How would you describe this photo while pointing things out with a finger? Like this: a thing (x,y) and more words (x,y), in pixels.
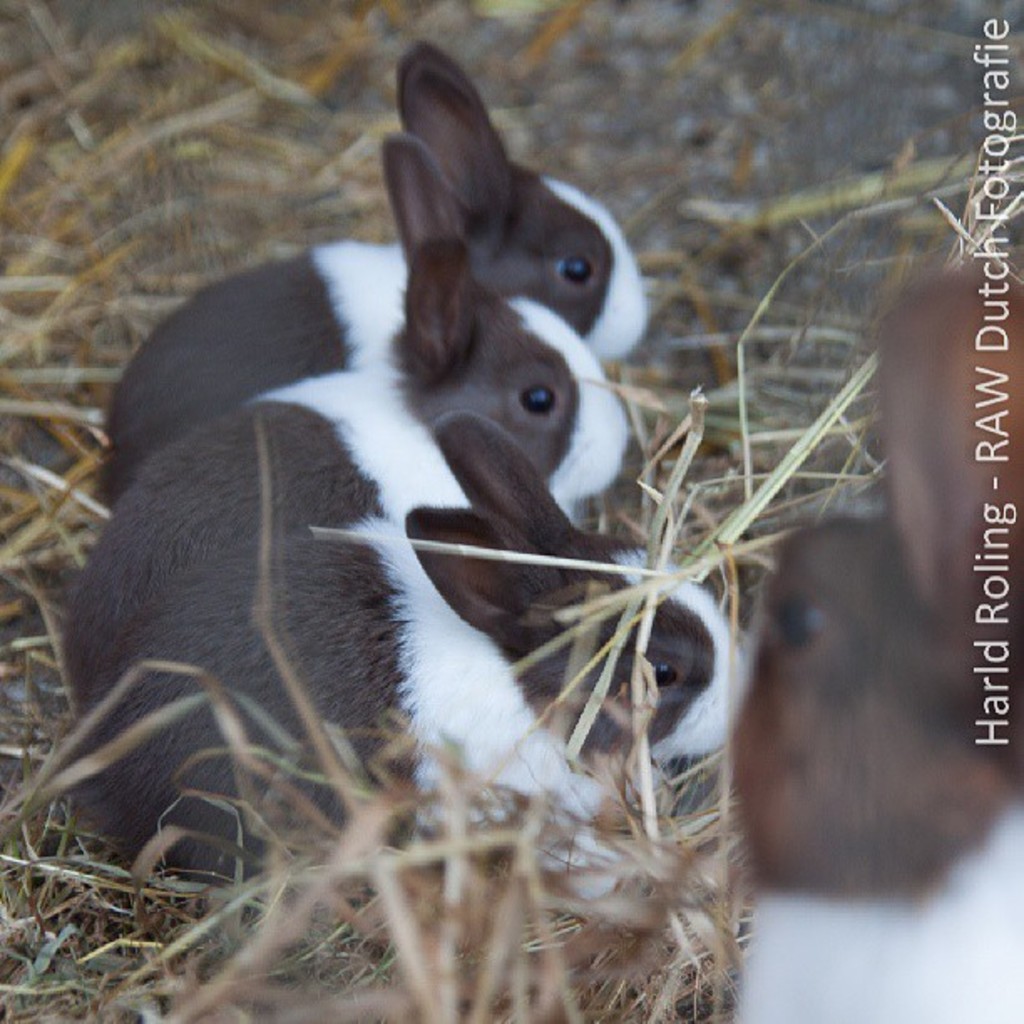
On the left side (161,431), there are three rabbits (405,184) in black and white color combination on the grass (530,872) on the ground (356,900). On the right side (964,732), there is another rabbit (886,568). In the top right (981,119), there is watermark (981,478). And the background (929,111) is blurred.
